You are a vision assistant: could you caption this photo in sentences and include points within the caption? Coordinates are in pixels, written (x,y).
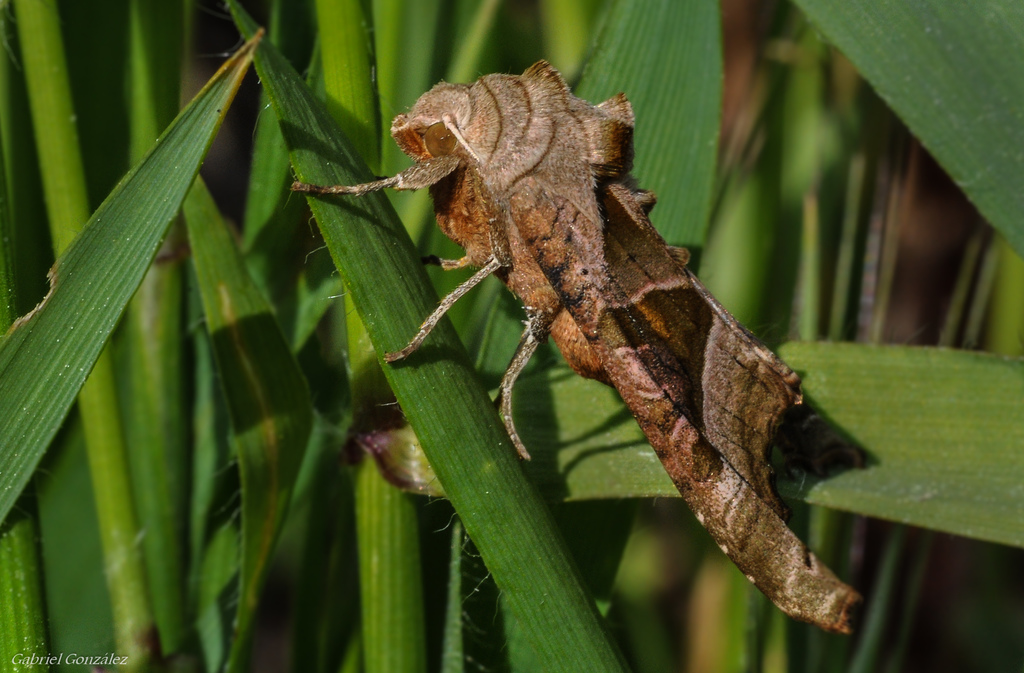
This picture contains an insect (492,268) and it looks like a silk moth (590,274). It is on the leaf (390,363) of the plant (389,241). In the background (372,392), we see the plants (298,334) or the trees (731,297). It is blurred in the background (881,291).
